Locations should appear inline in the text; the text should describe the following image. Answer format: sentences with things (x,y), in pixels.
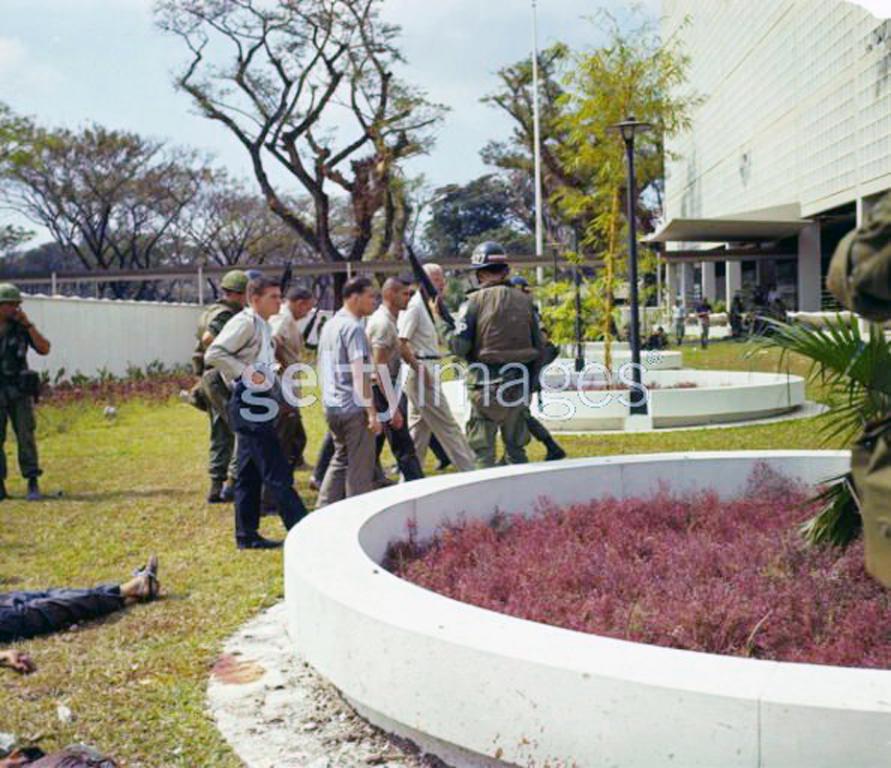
In this image I can see few people (3,370), poles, buildings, trees (291,153), few objects (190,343) and the sky (289,100).
